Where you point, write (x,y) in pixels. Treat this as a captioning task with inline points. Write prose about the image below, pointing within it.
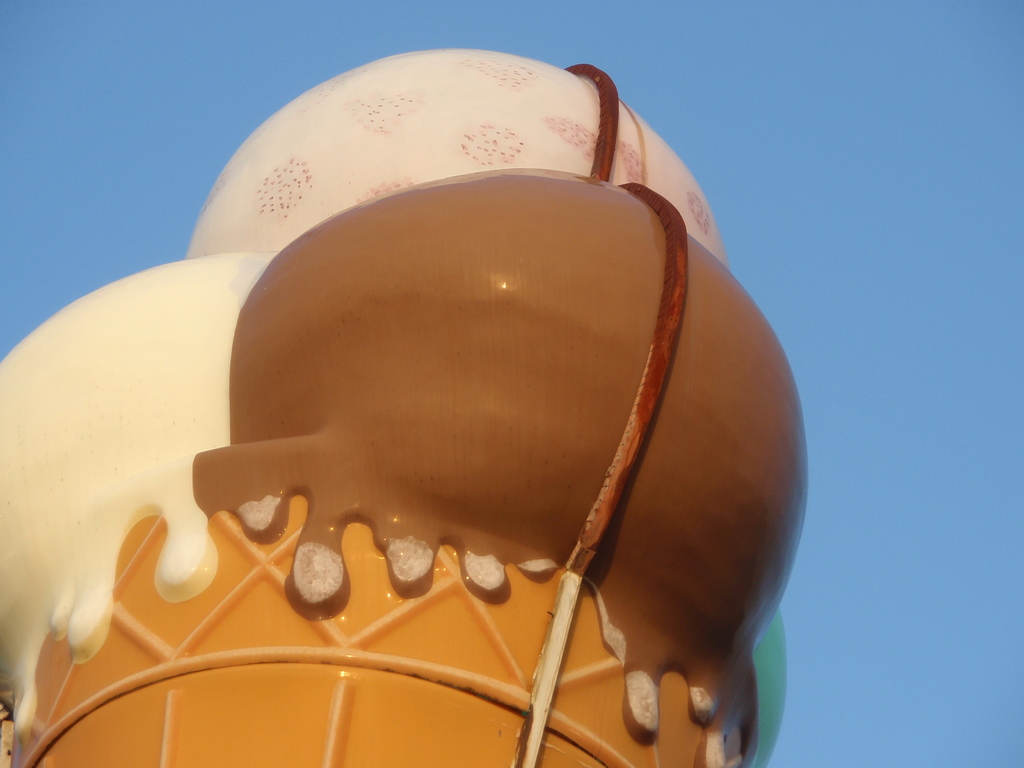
In this picture, we can see an object (513,277) looks like an ice cream (363,372), and we can see the sky (787,38).
